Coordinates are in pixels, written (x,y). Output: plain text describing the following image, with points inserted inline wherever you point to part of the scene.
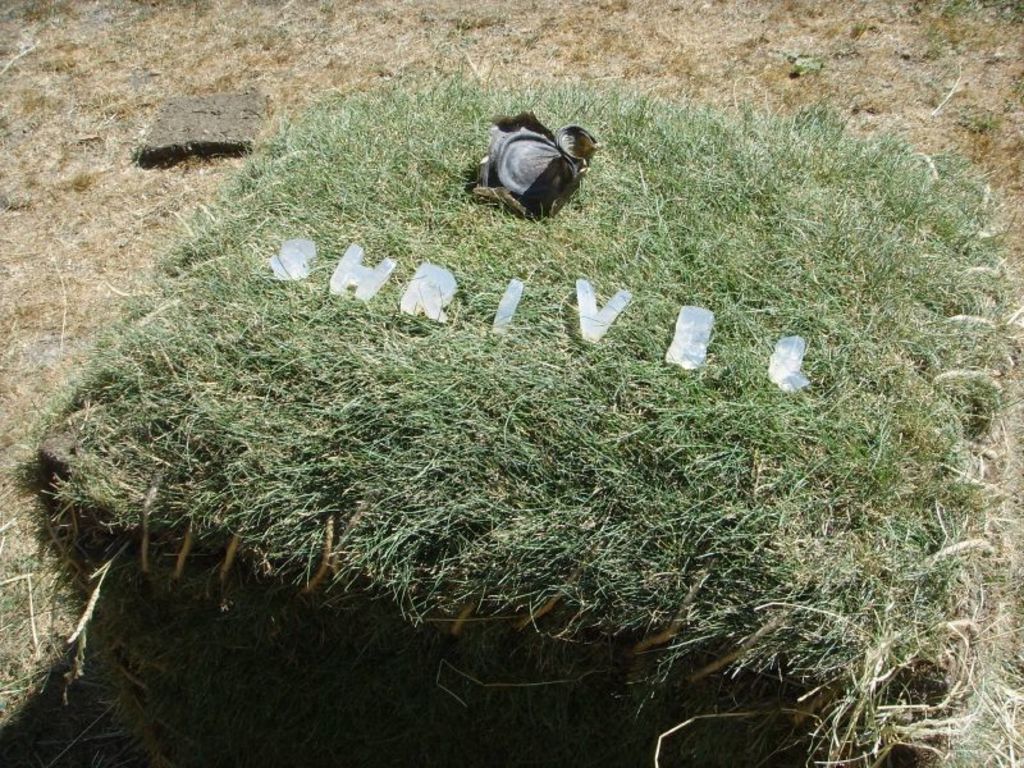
This is grass (621,466). On this grass (520,423) we can see alphabets (349,260).
